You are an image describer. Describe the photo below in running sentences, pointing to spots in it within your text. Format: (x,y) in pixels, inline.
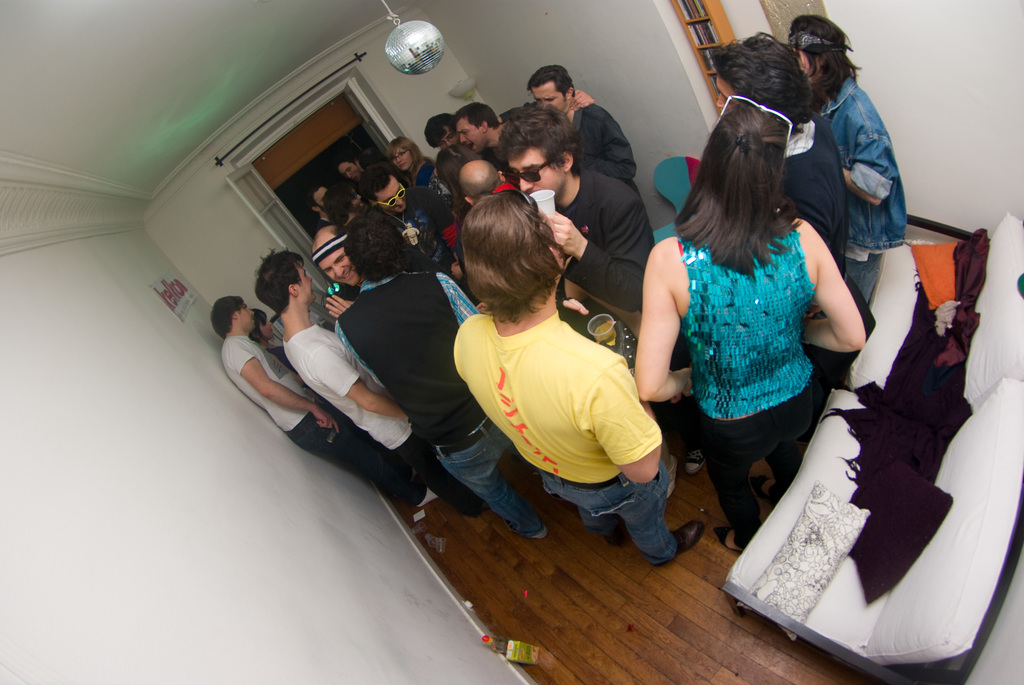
In this image we can see many people (579,166). On the left side (178,439) there is a wall (222,587). On the right side (833,433) there is a sofa (976,387) with pillow (846,511) and some other items (939,387). Also there is a window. In the back (297,163) there is a door (364,143). At the top (426,44) there is a light (428,32). Also there is a person (581,188) wearing goggles (526,180) and holding a glass (542,204).
